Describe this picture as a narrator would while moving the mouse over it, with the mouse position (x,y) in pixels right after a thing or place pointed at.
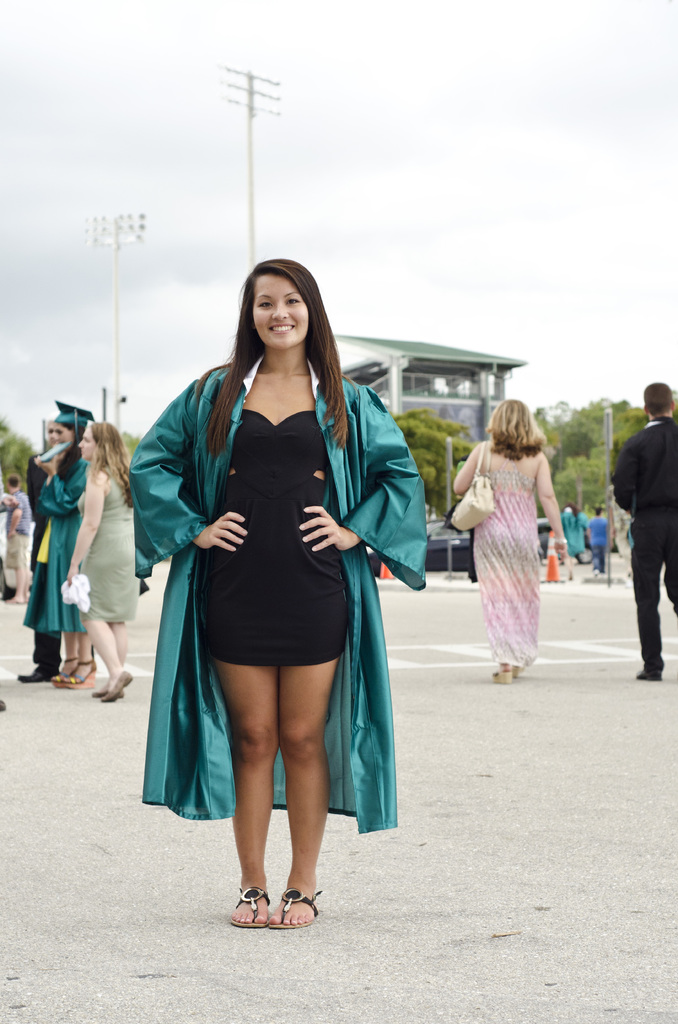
In the middle of the image (404,458) a woman (276,278) is standing and smiling. Behind her few people (676,451) are standing and walking and there are some trees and poles (116,413) and buildings (339,344). Top of the image (488,211) there are some clouds (488,211) and sky (600,25).
